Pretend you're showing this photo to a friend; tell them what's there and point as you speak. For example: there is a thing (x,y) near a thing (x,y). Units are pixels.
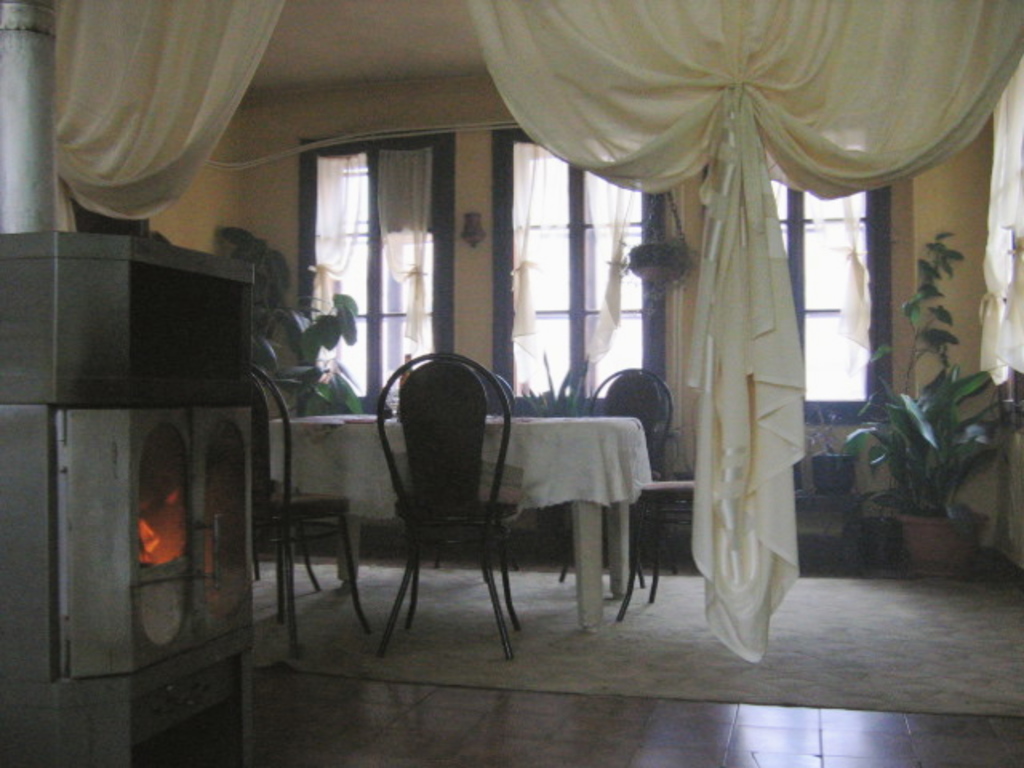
In this image I can see a heater (152,272) on the left side (224,260) and in the background (652,328) I can see number of curtains (1009,181), plants (951,378), windows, few chairs (423,409), a table (301,439) and on the table (642,479) I can see a white colour tablecloth (517,442).
